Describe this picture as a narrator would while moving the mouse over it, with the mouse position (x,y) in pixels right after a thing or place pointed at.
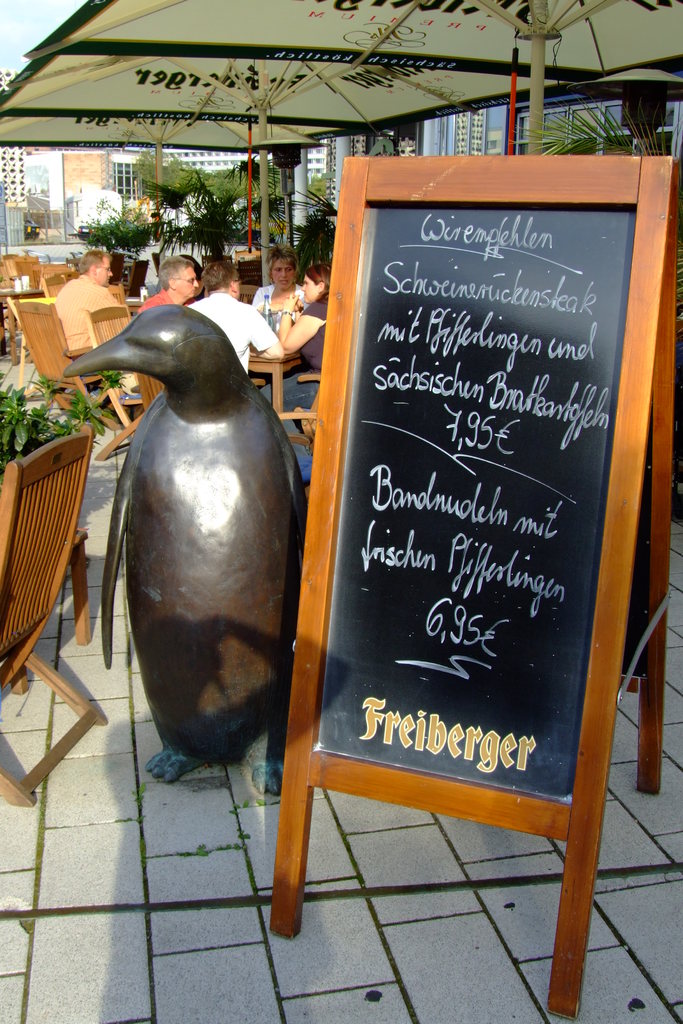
in this image i can see a board (446,579), a penguin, a chair (62,544), a plant (14,416). At the back ground (219,278) i can see few persons (252,329) sitting on the chair (245,299), a building (15,188) on the top (101,81) i can see a tent (101,60) and a sky (39,35).
